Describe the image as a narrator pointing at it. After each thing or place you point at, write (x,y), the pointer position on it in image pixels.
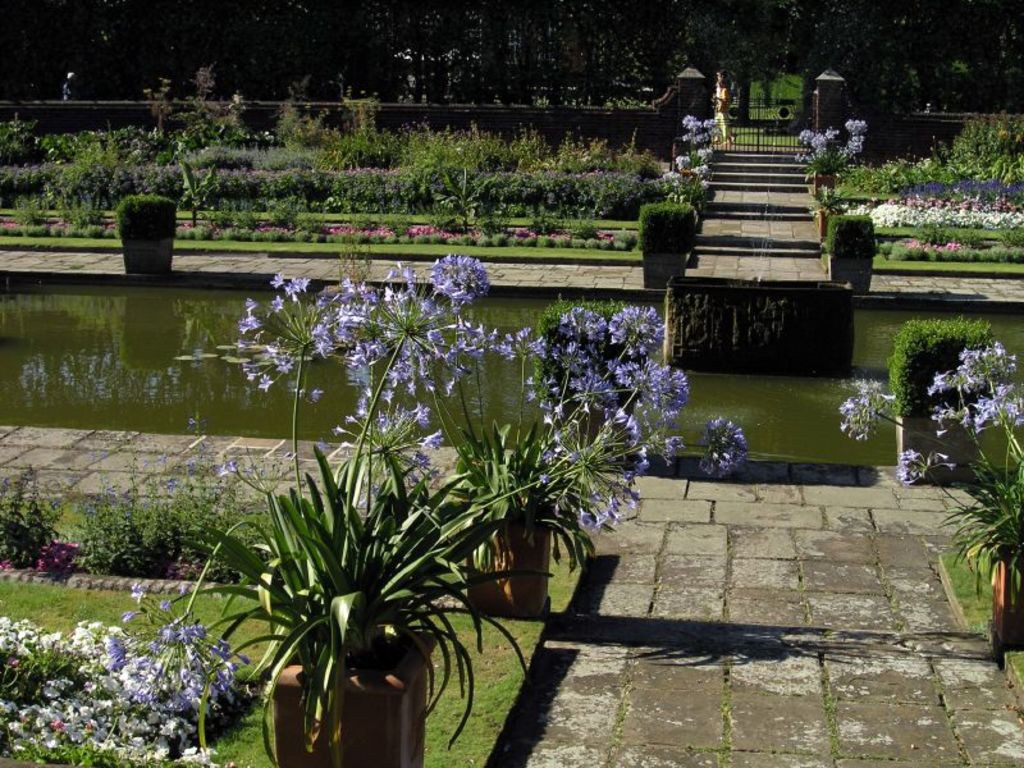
As we can see in the image there are plants (347,489), flowers (358,401), grass (778,94), gate (754,144) and in the background (648,66) there are trees (997,29). Here there is water (245,355).
